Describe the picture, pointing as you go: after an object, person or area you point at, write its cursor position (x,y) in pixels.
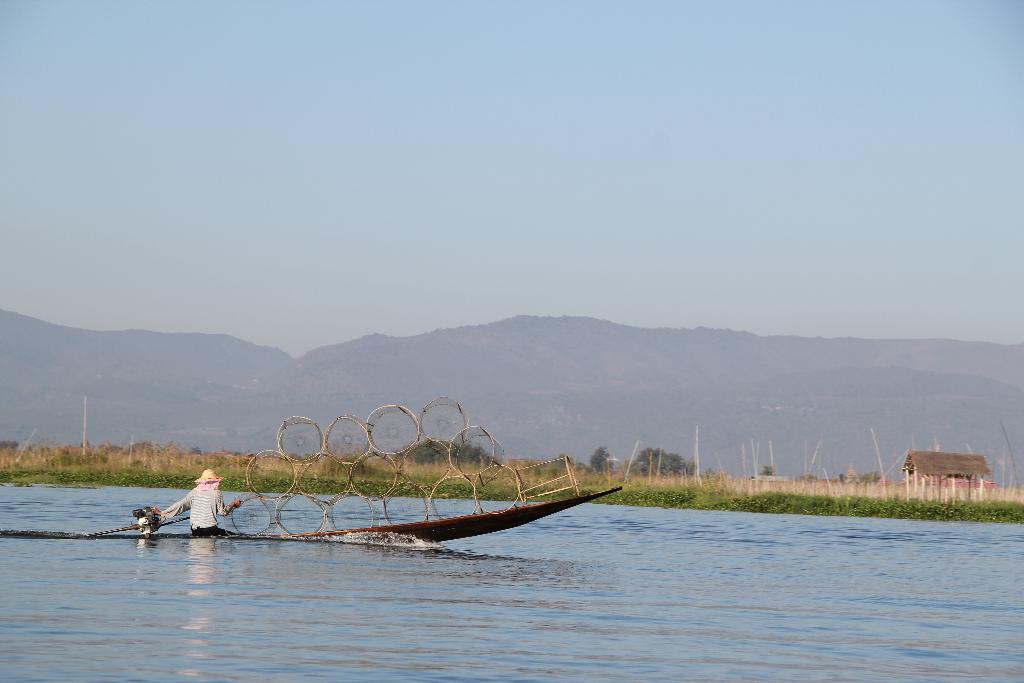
This is a person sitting on the boat (429,523). I can see few objects (327,519), which are kept on the boat (483,517). This looks like a lake (274,622) with the water (231,594) flowing. These are the trees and the grass (534,490). This looks like a small house (932,475). In the background (474,375), I can see the mountains (552,326).
